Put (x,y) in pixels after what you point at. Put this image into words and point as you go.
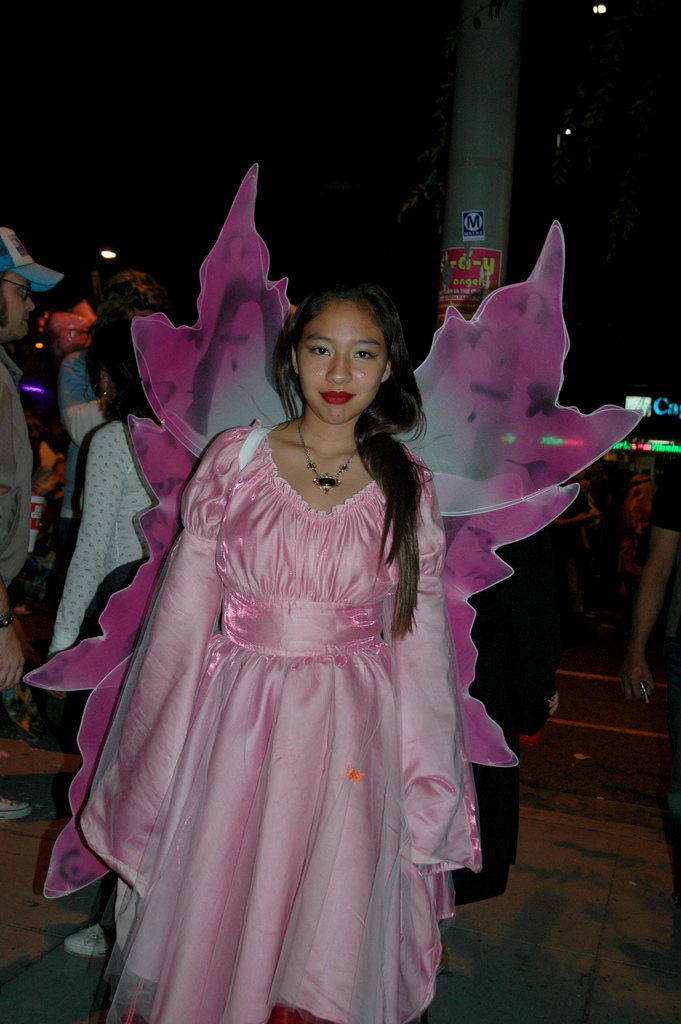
In this picture I can see there is a woman (307,634) standing and she is wearing a pink color dress (303,636) with wings (153,348) and there are few people (74,391) standing on left (64,385) and right and there is a pole (476,60) in the backdrop (503,17) and the backdrop (601,636) is dark.
